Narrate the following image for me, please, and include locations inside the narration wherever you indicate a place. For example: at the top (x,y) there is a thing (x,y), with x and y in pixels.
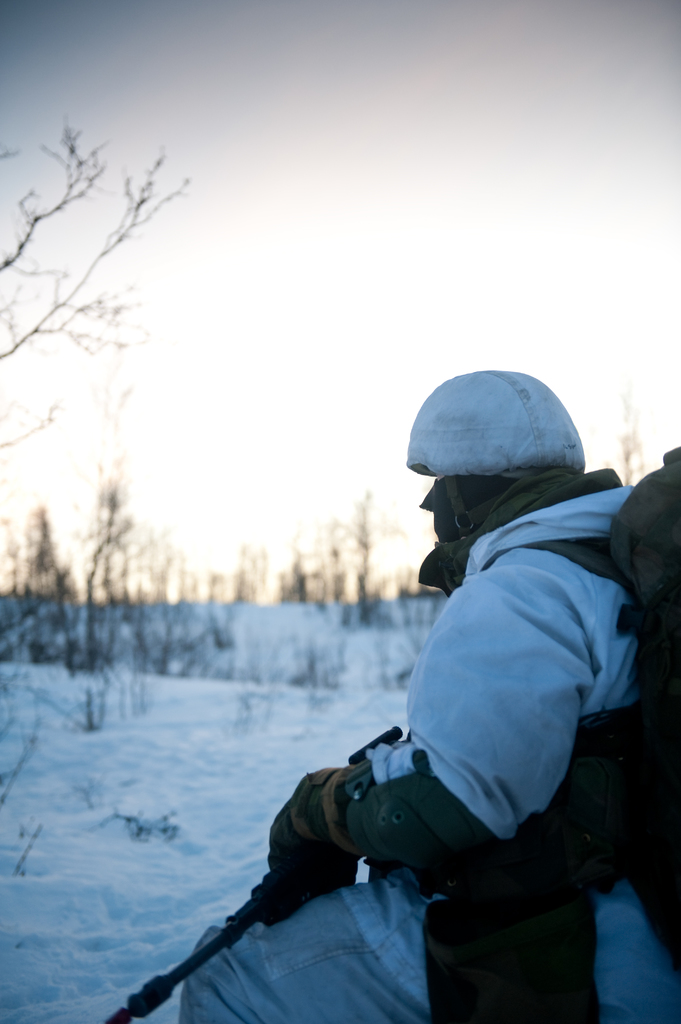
In this image I can see the person (397,816) with the dress (445,803) and holding the stick (247,916). I can see the snow (185,768) and many trees (239,571). In the background (321,290) I can see the sky (321,290).
